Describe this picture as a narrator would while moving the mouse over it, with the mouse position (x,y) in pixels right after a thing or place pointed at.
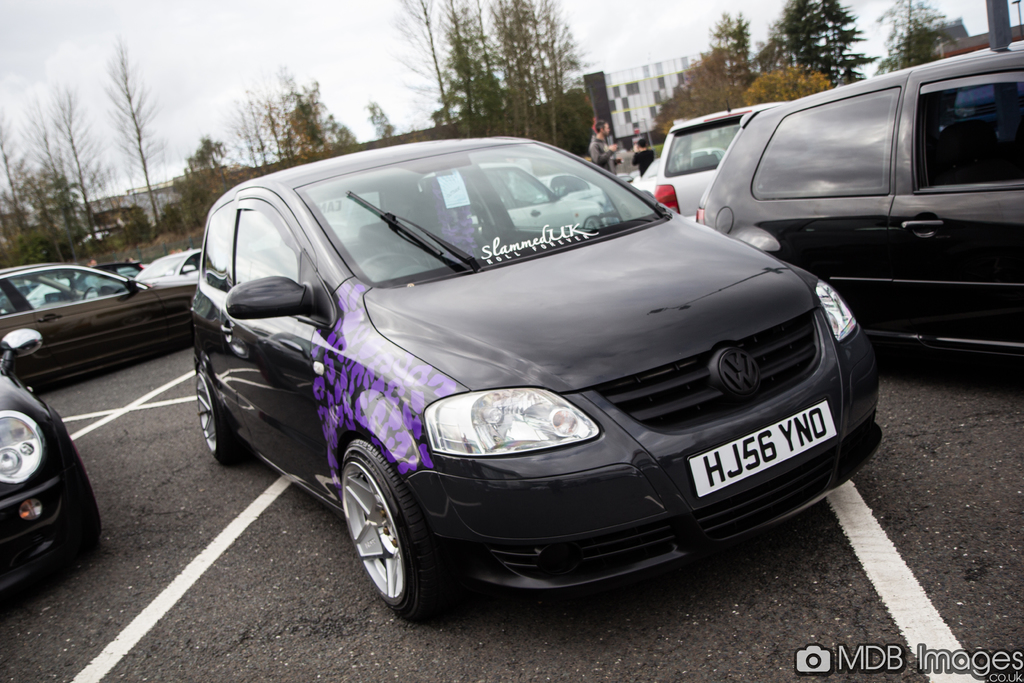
In this picture, we see the cars (105,318) parked on the road (153,491). At the bottom (632,652), we see the road (900,582). Behind the cars (766,169), we see the man (599,155) and the boy (638,155) are standing. There are trees (279,131) and the buildings (606,90) in the background (234,168). At the top (251,58), we see the sky (252,50). This picture is clicked outside the city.
